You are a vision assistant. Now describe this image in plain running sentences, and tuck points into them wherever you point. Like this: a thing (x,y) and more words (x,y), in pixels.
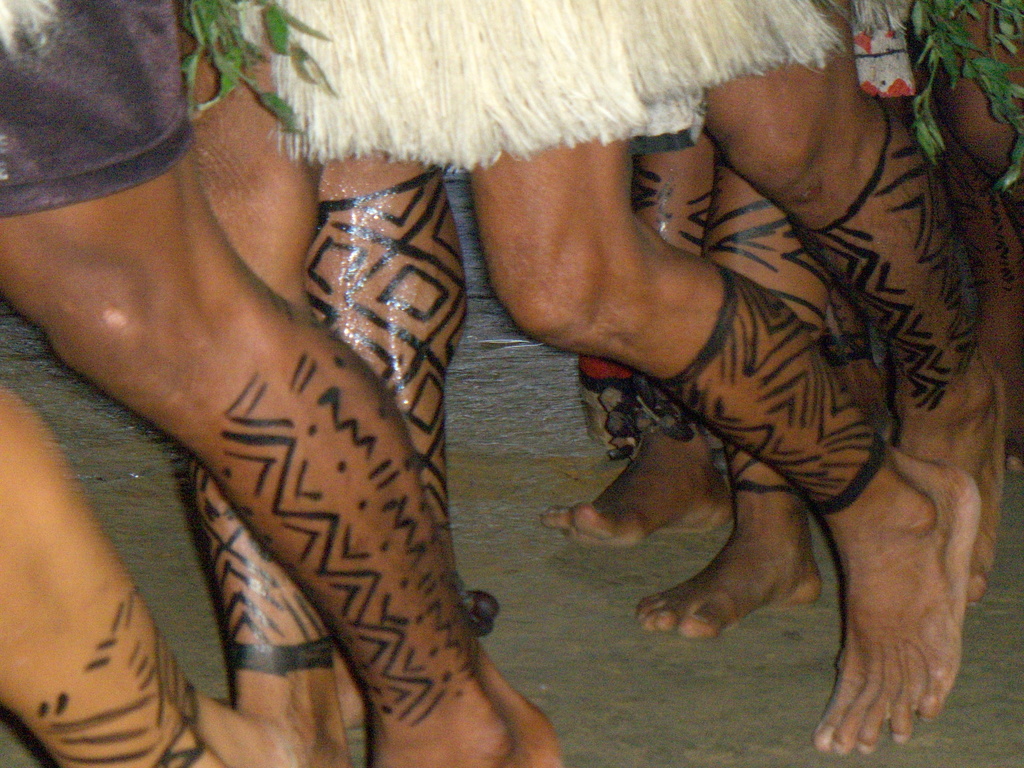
In this image, we can see people (382,374) wearing costumes (805,28) and at the bottom (603,635), there is a road (627,642).
